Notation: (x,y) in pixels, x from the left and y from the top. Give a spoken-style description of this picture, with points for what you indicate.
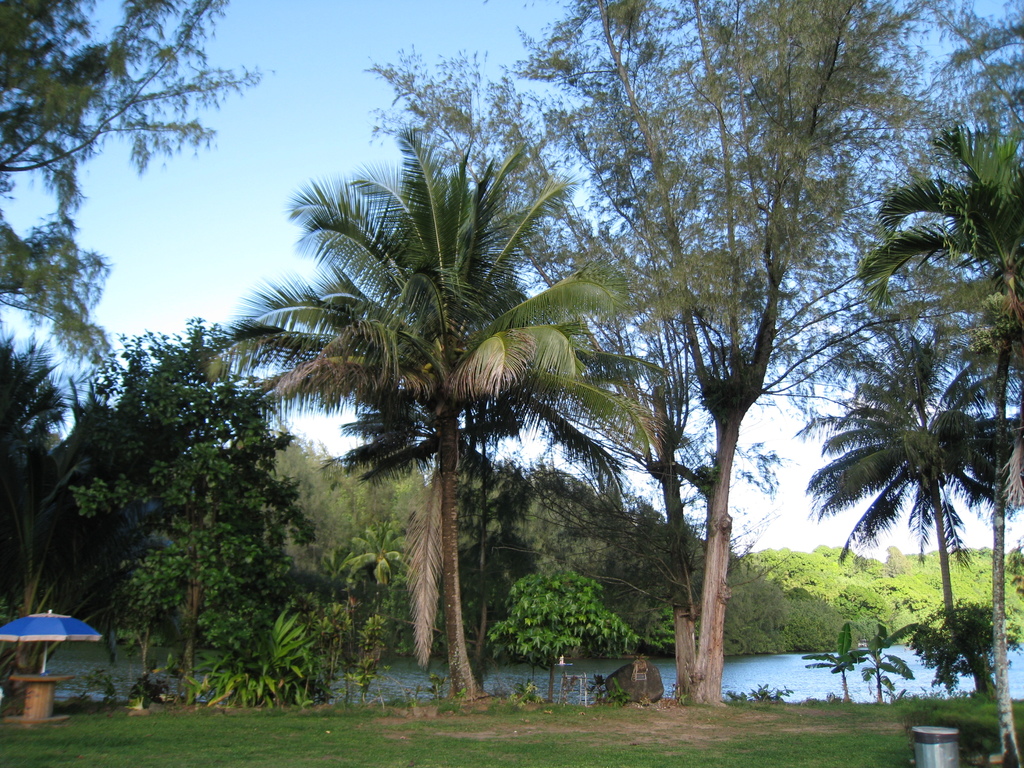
In this picture we can see the grass (665,722), water (746,688), umbrella (34,634), trees (392,625), some objects (44,693) and in the background (198,232) we can see the sky (305,141).
